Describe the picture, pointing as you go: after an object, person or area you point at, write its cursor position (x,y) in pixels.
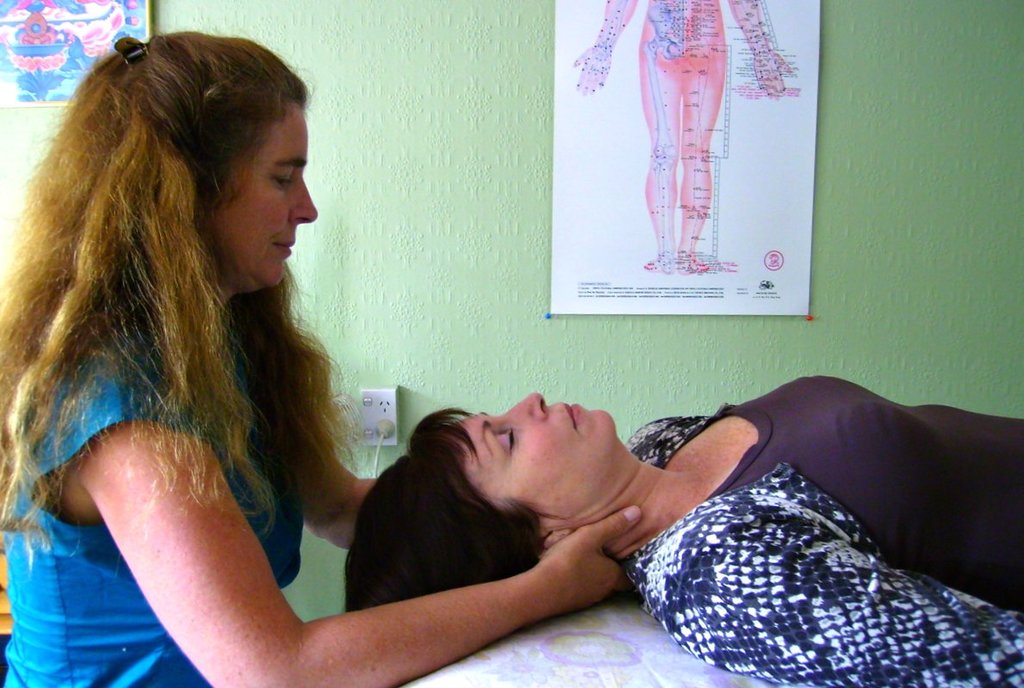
In this image I can see two women (312,375) where the right one is lying. In the background (310,169) I can see few boards (771,138) on the green colour wall (1008,160).
